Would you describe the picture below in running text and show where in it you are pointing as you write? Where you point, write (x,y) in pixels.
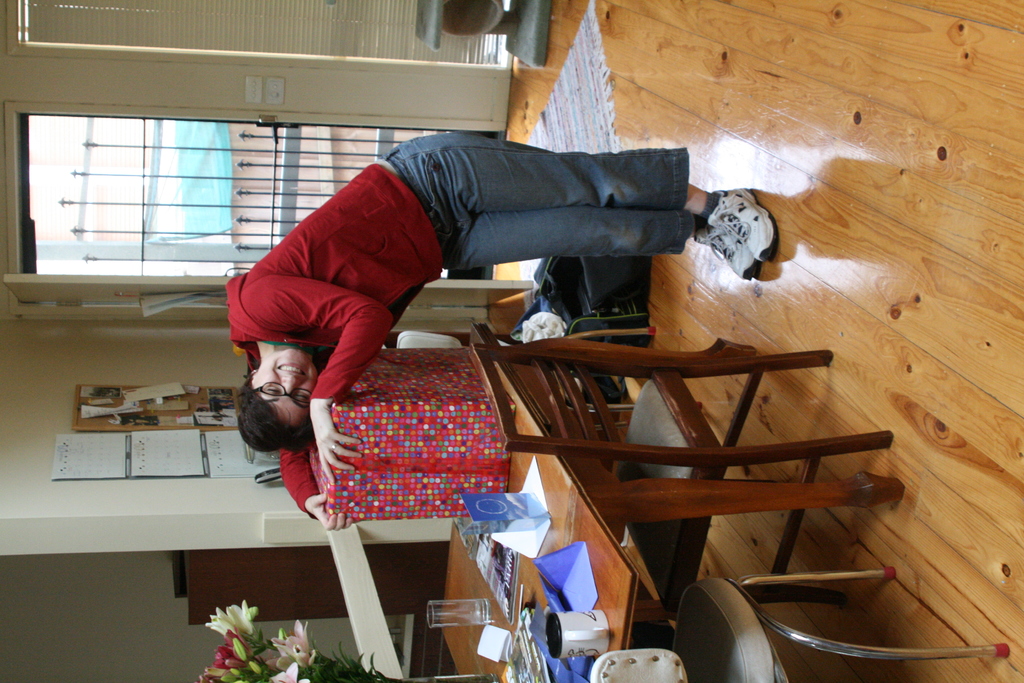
There is a woman (447,180) standing and holding a box (389,417), beside this woman (342,338) we can see box (396,428), glass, flower bouquet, cup (564,633) and objects (550,526) on the table (568,526) and we can see chairs (741,408). Behind this woman (509,216) we can see mat (566,120) and bag (591,315) on the floor (768,162). In the background (252,209) we can see wall (18,406), fence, board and door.
